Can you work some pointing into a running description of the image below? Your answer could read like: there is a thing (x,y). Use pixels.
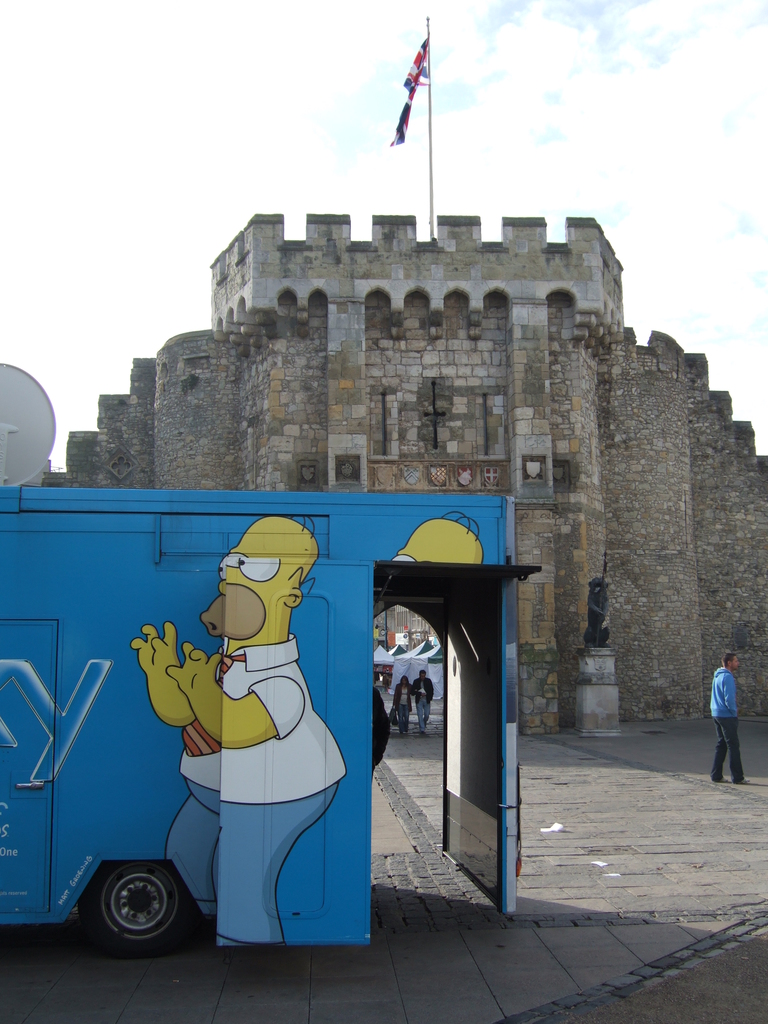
In this picture there is a building (562,677) in the center of the image (325,355) and there is a flag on it and there is a bus (453,684) on the left side of the image (116,671).
